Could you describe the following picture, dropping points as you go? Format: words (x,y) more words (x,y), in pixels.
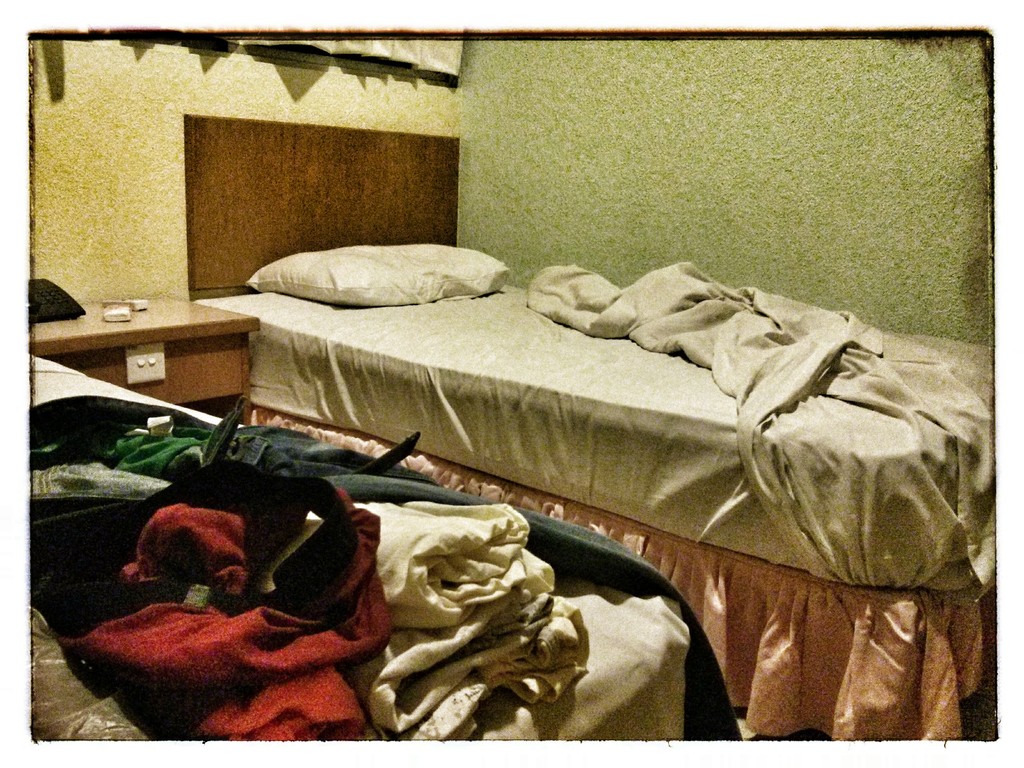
in a room (461,440) there are 2 beds (194,291). on the left bed (189,636) there are clothes (249,553). on the right bed (553,420) there is a white pillow (422,276) and a white bed sheet (751,353). in between them there is a table (193,381). behind that there is a wall (326,82) and above that there are curtains (344,50).
